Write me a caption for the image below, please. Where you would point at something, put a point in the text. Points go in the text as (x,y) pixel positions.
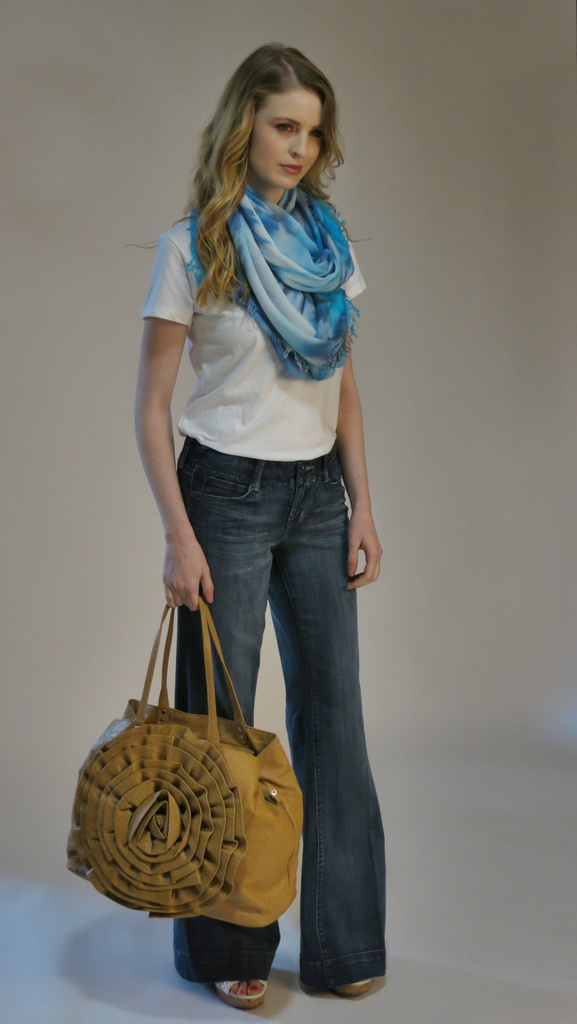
This picture shows a woman (331,984) standing and holding a handbag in her hand (209,594).
